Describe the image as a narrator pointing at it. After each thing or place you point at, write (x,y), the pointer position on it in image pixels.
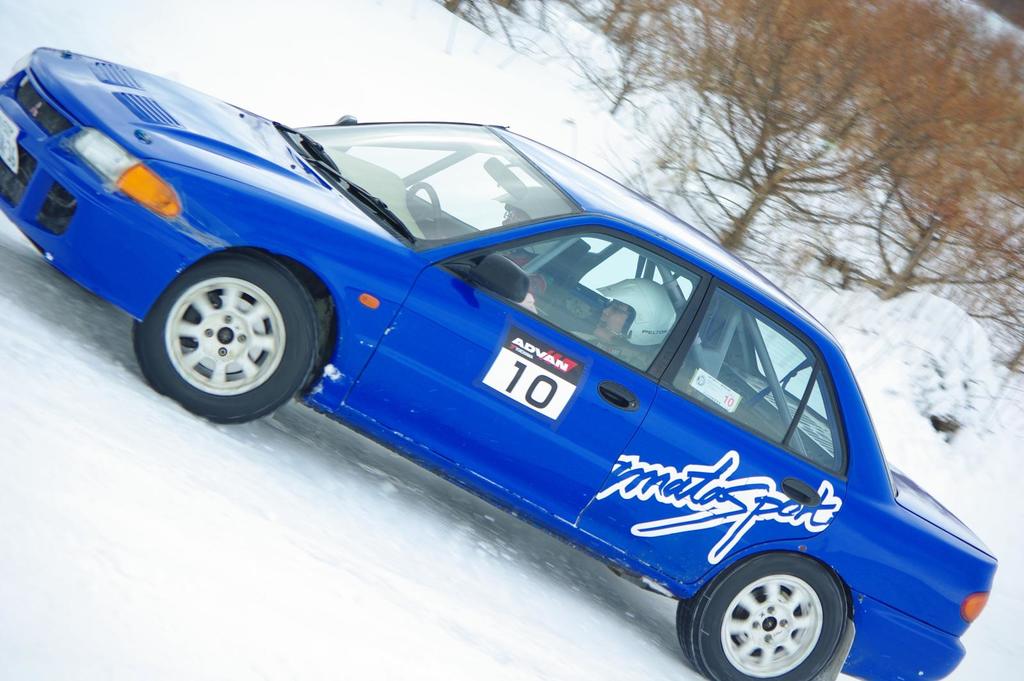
In this image I can see some snow (247,544) on the ground (242,537) which is white in color and a car (355,355) which is blue, white and black in color on the snow (222,540). In the background (781,124) I can see few trees (868,113).
